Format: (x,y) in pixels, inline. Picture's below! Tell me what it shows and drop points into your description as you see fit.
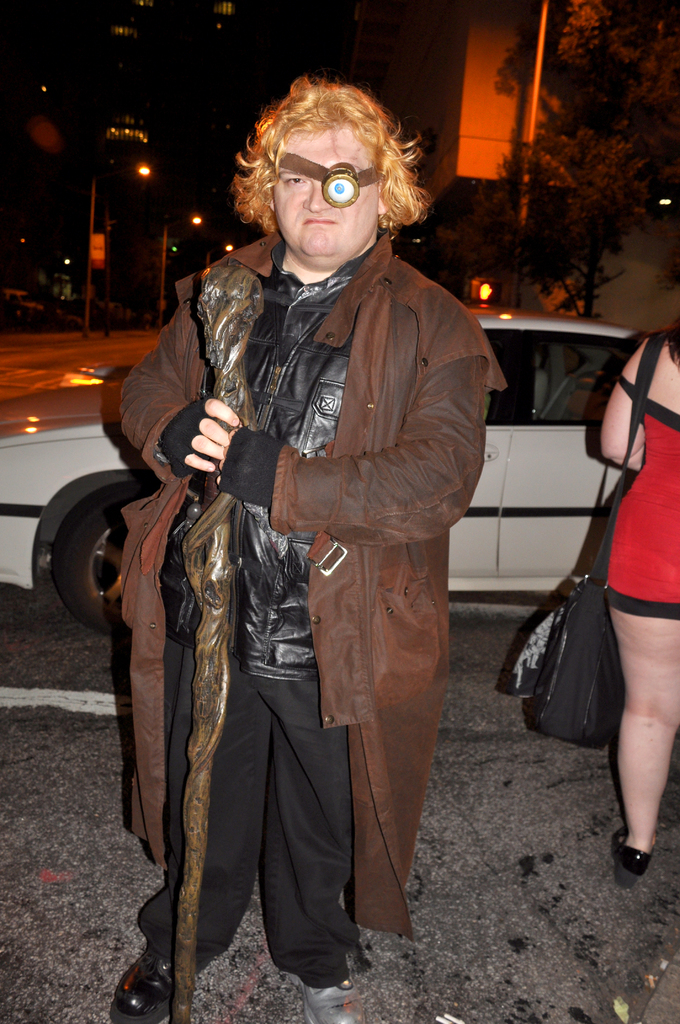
This person (270,451) holding a stick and wore jacket (354,443). Here we can see another woman (665,548) wore a bag (574,608). Background (635,134) there are trees (614,139), buildings (493,131), light poles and vehicle (585,376).
